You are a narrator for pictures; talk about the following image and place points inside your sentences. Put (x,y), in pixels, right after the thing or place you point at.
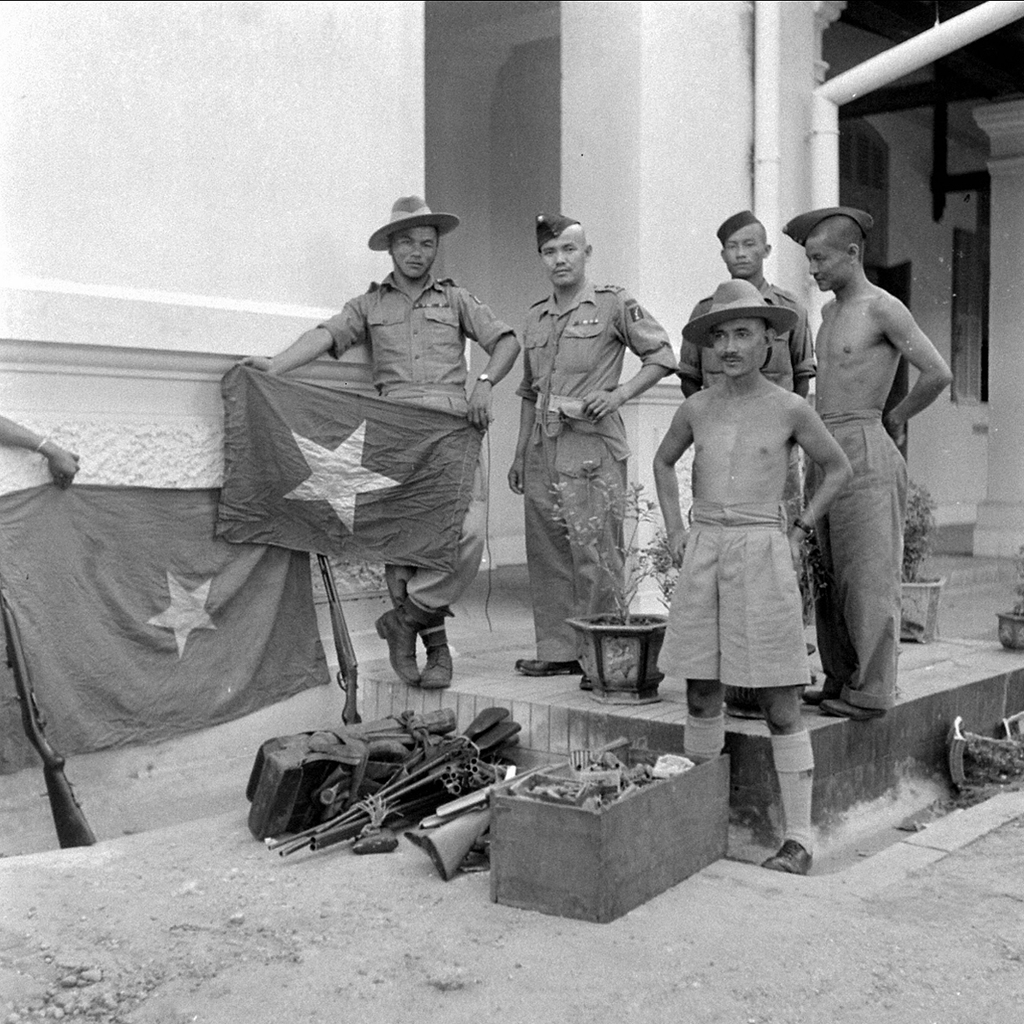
In the middle of the picture (451,383) we can see people (592,348), flags (45,718), guns (24,684), plants (665,592) and a box (546,825). In the foreground (461,956) there is soil (447,976). In the background (936,155) we can see pipes (833,164), pillars (693,158) and a building (413,193).
